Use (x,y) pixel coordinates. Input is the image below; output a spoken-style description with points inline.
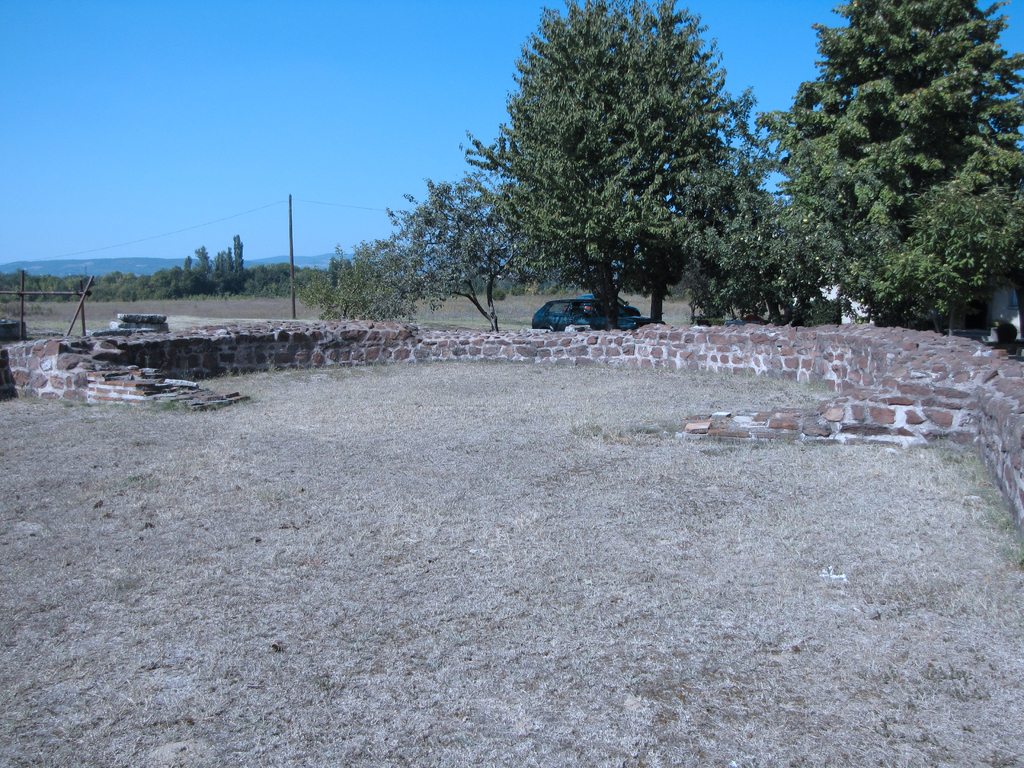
In this image we can see the sky (307,226). There is a rock wall (1006,461) in the image. There is a vehicle (576,316) in the image. There are many hills (99,262) in the image. There are many trees (629,198) in the image. There is a cable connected to a pole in the image.
